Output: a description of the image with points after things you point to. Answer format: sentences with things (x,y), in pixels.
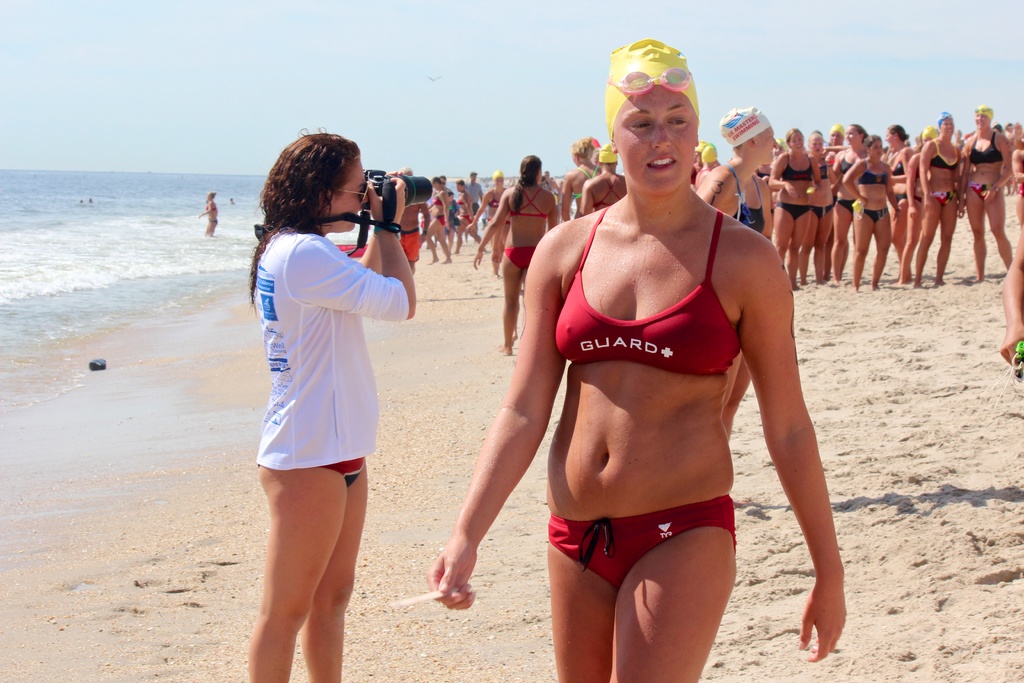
In this picture there is a lady (701,659) in the center of the image (665,439), she is wearing swimming costume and there is another lady (346,360) on the left side of the image (313,329), she is taking photograph and there are other ladies (591,189) behind them and there is water (1,251) in the background area of the image (24,198).
